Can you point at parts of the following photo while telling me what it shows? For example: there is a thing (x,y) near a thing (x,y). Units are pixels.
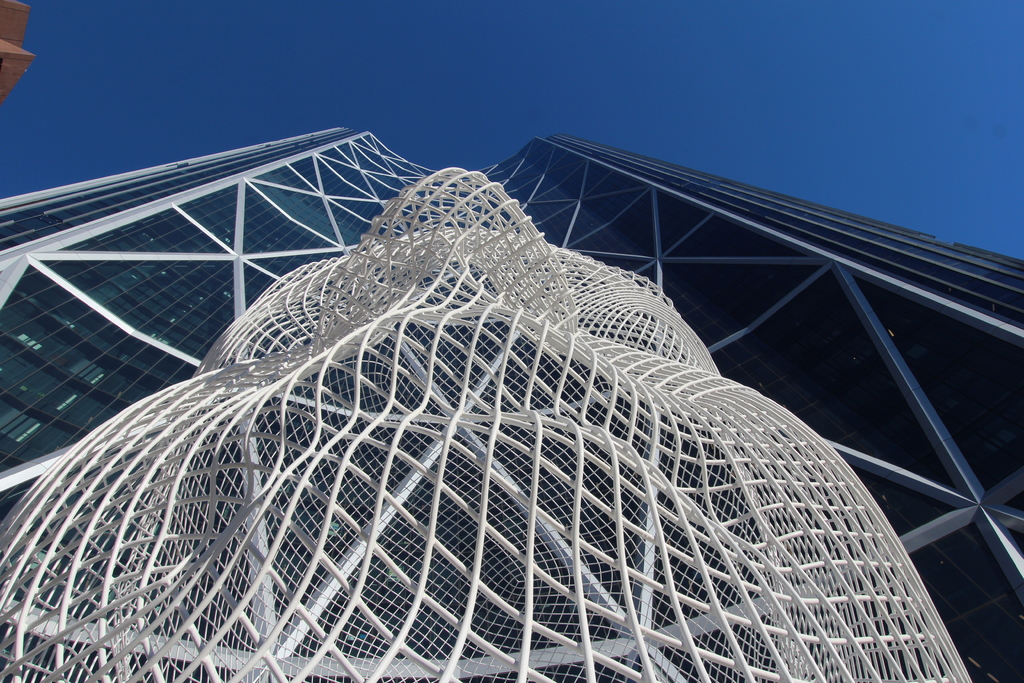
In this picture I can see a building (691,305) and a architecture (172,588) and I can see blue sky (483,116).
